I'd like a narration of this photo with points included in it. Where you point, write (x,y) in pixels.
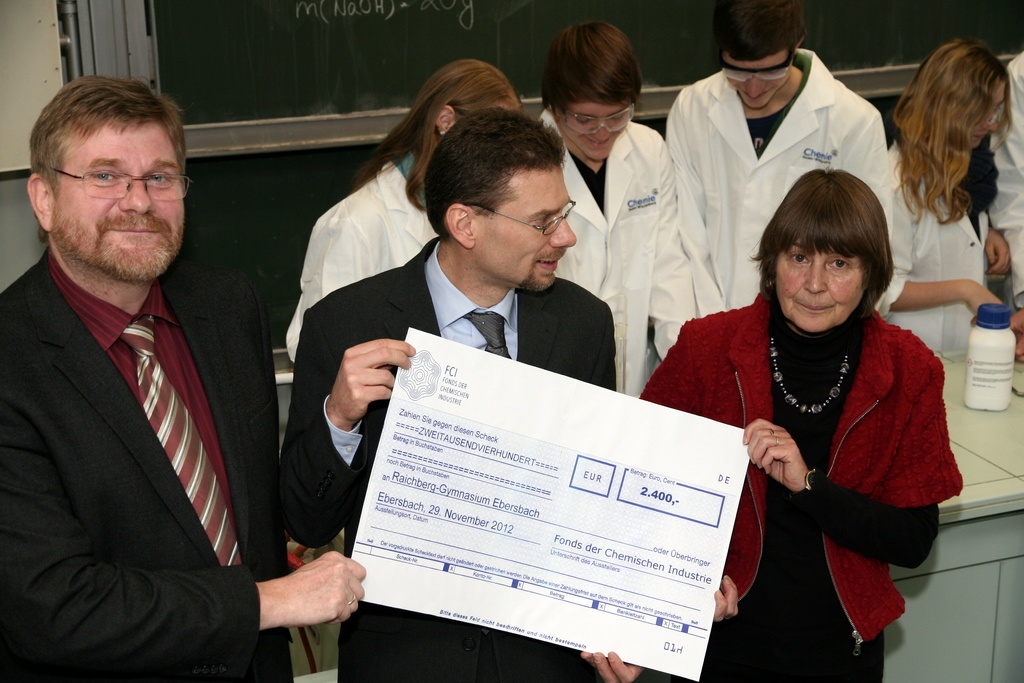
In this picture we can see three people (504,305) and they are holding a paper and in the background (691,304) we can see few people (707,315), bottle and some objects (930,20).
